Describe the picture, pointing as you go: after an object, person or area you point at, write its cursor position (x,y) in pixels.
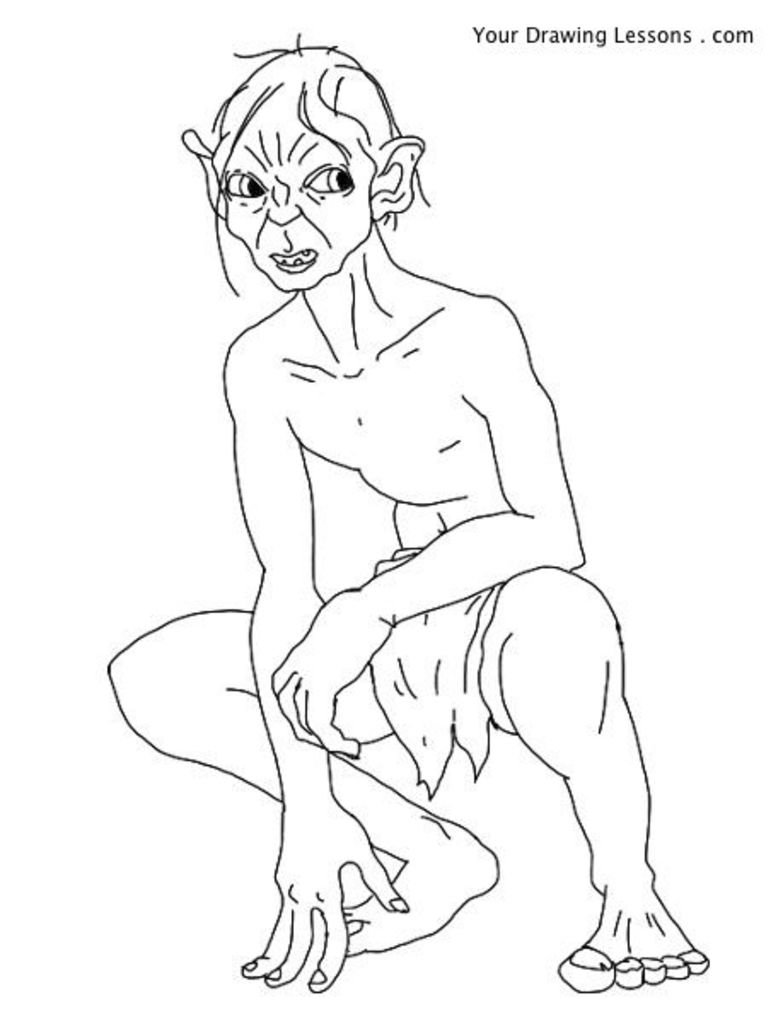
Drawing of a person (465,513). Background (777,651) it is in white color.
